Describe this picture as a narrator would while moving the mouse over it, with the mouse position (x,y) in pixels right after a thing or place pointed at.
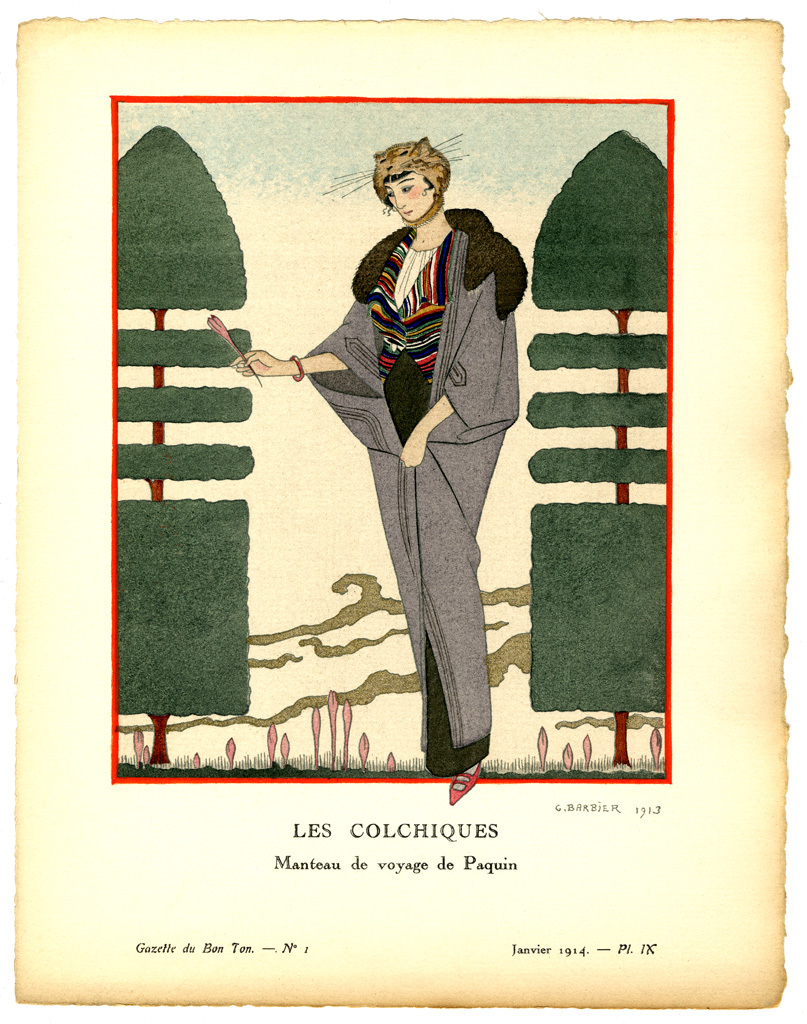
Here we can see poster (366,443), in this poster (340,361) we can see person (458,479) and trees (170,515).
